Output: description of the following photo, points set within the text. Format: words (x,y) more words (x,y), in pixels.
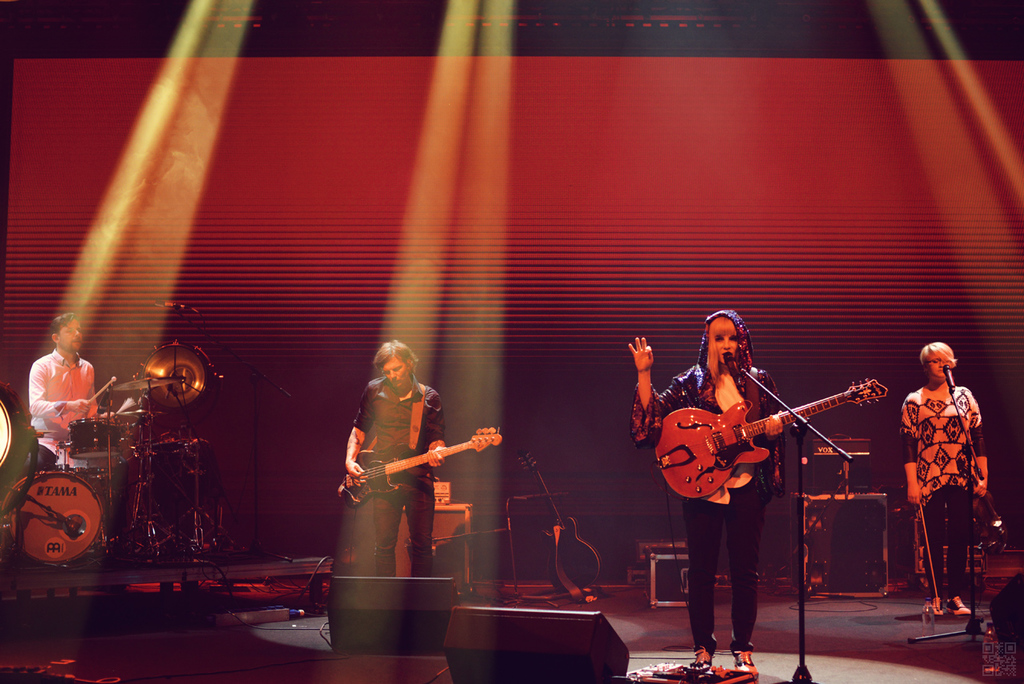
Four persons (84,387) are standing and these two persons (371,399) are holding guitar (758,455) and this person (89,378) playing musical instrument (133,427) and this person (968,534) holding violin (987,496). We can see microphone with stand (966,449).
